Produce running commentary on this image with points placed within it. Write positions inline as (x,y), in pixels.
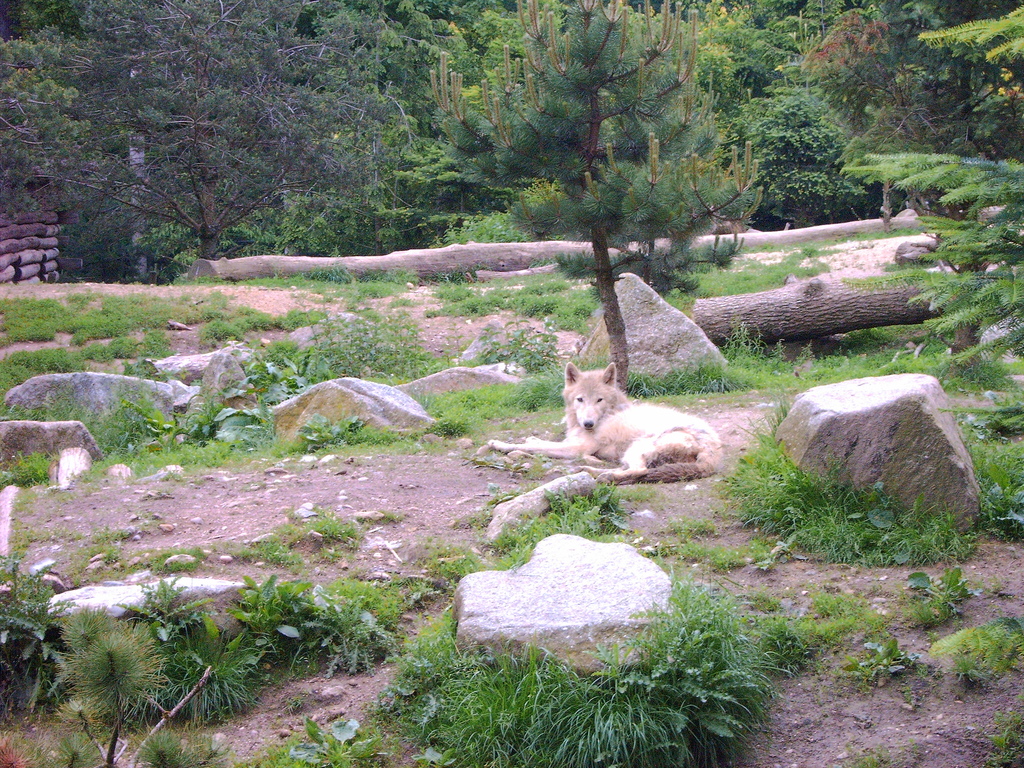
In this picture we can see an animal (589,423) lying on the ground (789,584), stones (66,598), grass (815,521) and in the background (499,124) we can see trees (634,120).
